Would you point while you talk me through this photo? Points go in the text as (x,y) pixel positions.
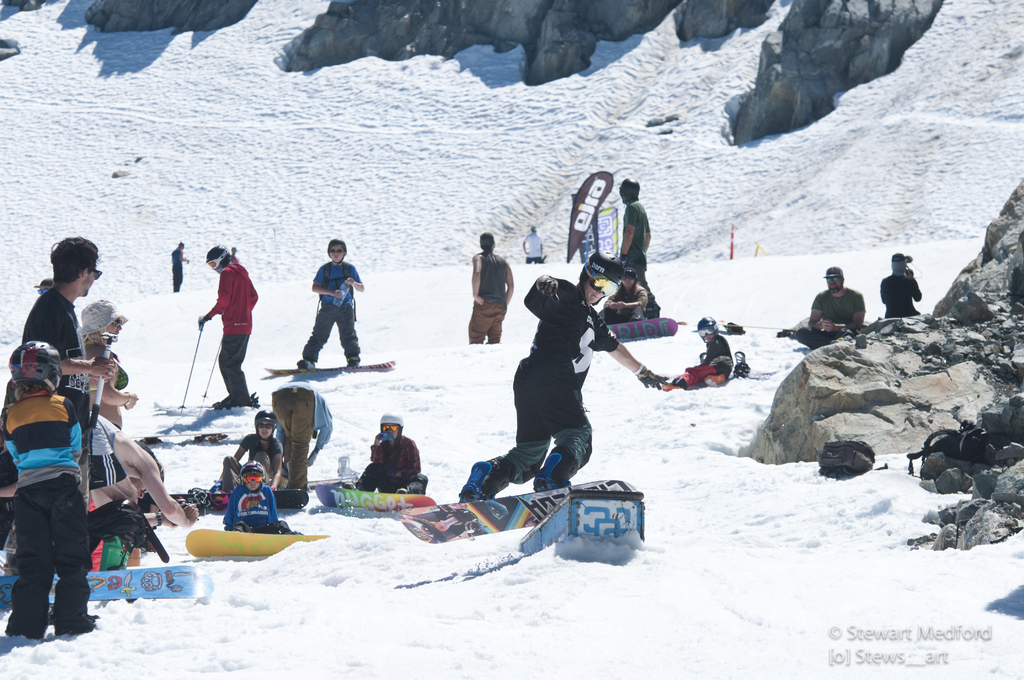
In this image there are many people (236,372). Few are sitting on the ground (501,405) few are skiing. In the background (311,54) there are hills (577,38). On the ground (255,235) there is snow (366,571).
